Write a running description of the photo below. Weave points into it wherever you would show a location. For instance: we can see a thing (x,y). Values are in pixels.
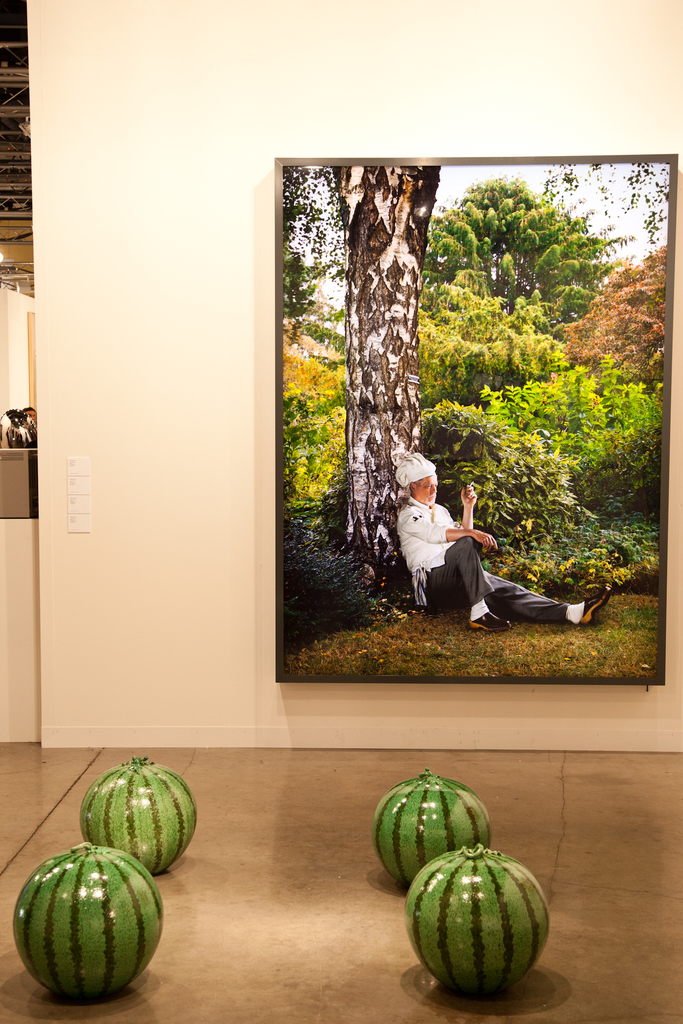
In this Image I can see there is a wall (157,275) and a photo frame (358,271) attached to the wall (514,143) and on the photo frame (571,325) a man (447,573) sit under the trees (395,527) and there are some trees (468,379) visible and there are some watermelons (93,955) kept on the floor (171,923).
